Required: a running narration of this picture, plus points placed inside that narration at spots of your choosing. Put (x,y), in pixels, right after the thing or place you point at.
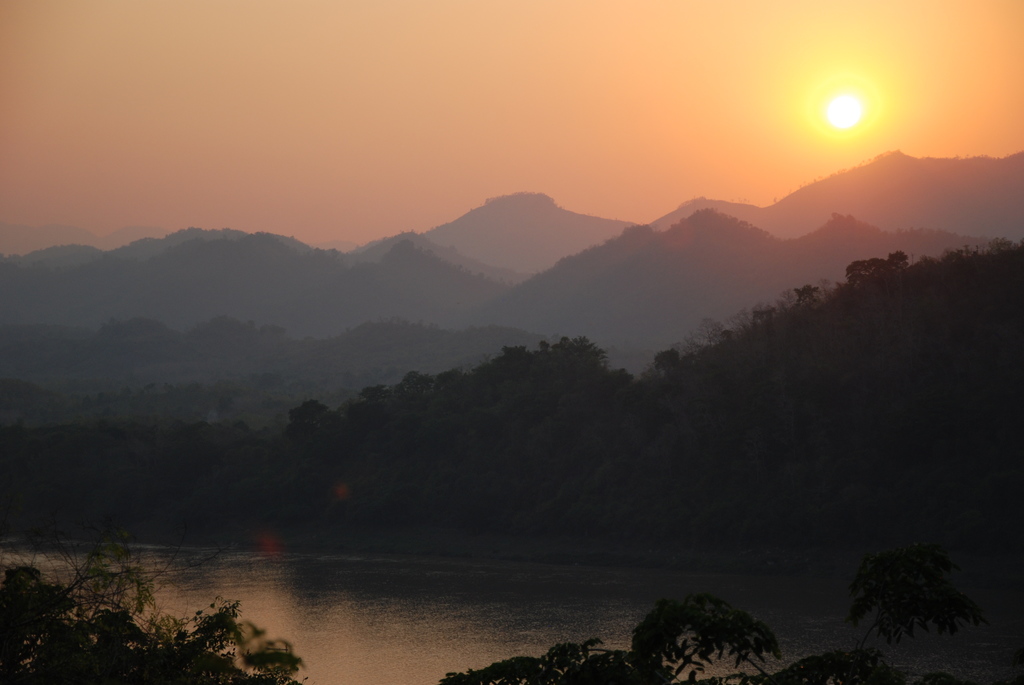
At the bottom of the picture (121,658), we see the trees (730,641). We see water (456,590) and this water (445,580) might be in the pond (421,592). There are trees (575,368) and hills (614,279) in the background (610,255). At the top (647,105), we see the sky (772,108) and the sun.
